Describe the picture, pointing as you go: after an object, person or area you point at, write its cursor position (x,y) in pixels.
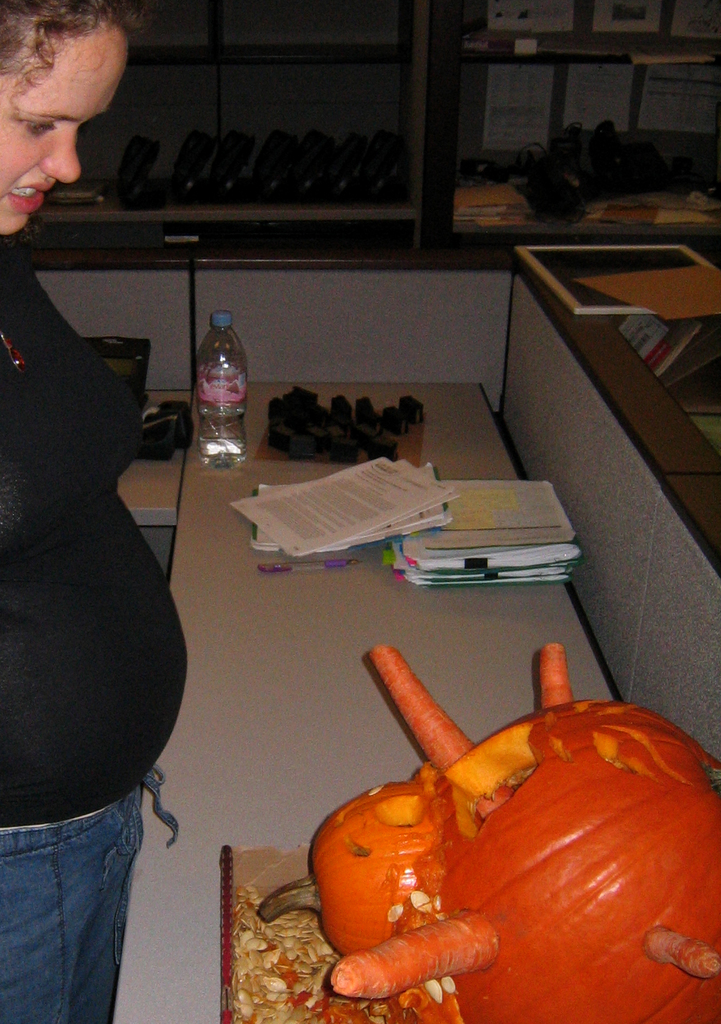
In this picture we can see a woman (75,450) in the black t shirt (43,511) is standing and in front of the woman (31,437) there is a desk (228,740) and on the desk (223,699) there is a pumpkin (400,813), papers (318,509), pen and other things (217,468). Behind the women (48,493) there are some other things (598,167) in the racks (566,55).
